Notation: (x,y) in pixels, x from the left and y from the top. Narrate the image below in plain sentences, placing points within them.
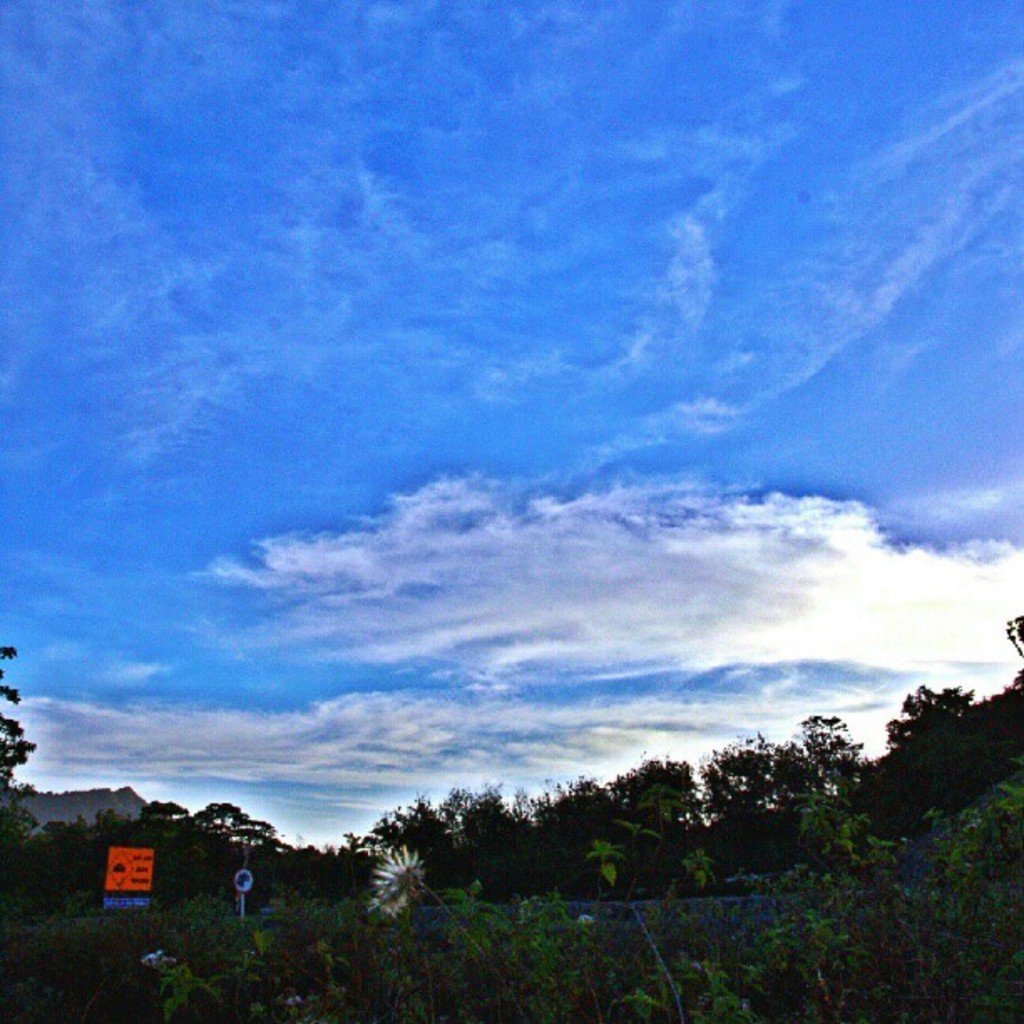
In this picture we can see trees (550,888) and we can see sky (193,743) in the background (207,757).
